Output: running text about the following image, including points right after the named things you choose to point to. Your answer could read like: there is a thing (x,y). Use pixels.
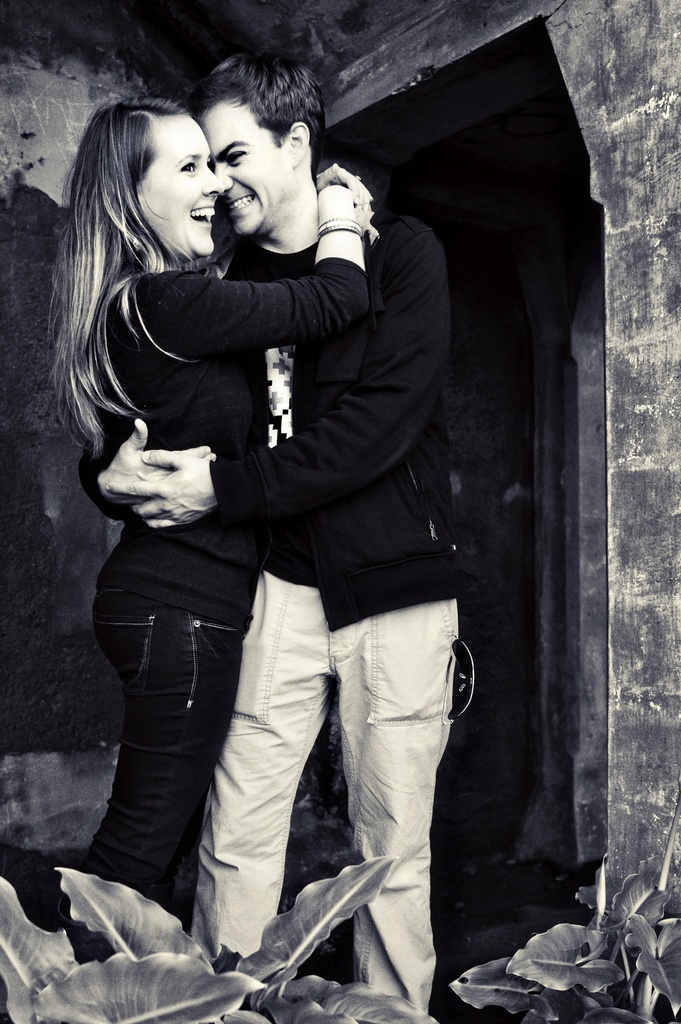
It looks like a black and white picture. We can see there are two people (216,428) hugging each other and smiling. In front of the people (262,347) there are plants (589,1002) and behind the people (255,365) there is a wall (32,714).
